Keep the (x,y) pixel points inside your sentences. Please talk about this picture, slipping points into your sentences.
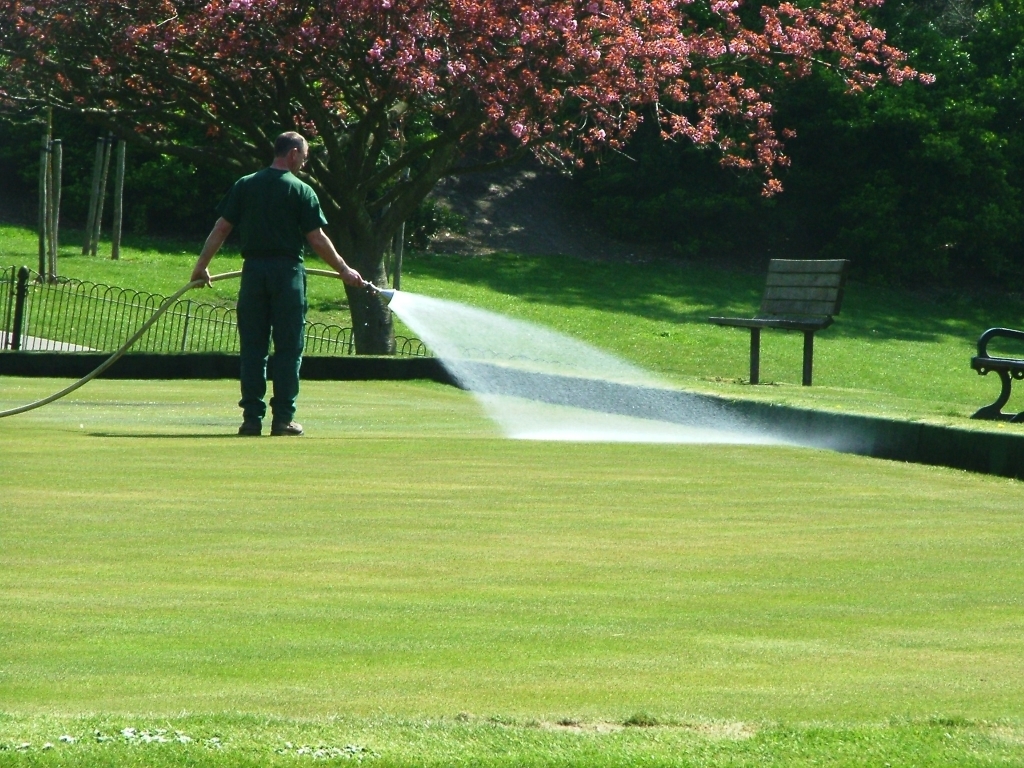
A man (258,302) is watering the grass (269,417) with a pipe (116,358) in his hand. There are two benches (776,293) beside him. There are some trees (365,160) in the background (545,137).
